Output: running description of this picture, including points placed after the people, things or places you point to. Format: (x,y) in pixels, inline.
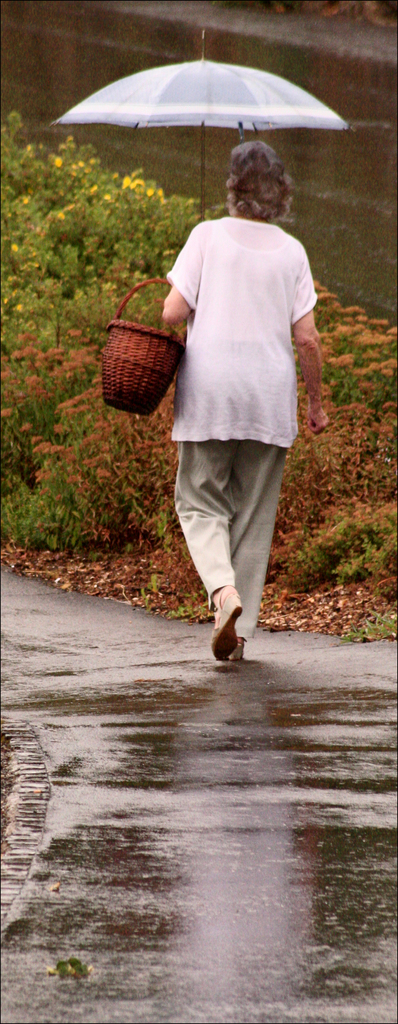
In this image there is a woman (265,319) holding a basket (149,281) and an umbrella (198,96) walking on a road (243,739), in the background (54,244) there are plants (349,342).
